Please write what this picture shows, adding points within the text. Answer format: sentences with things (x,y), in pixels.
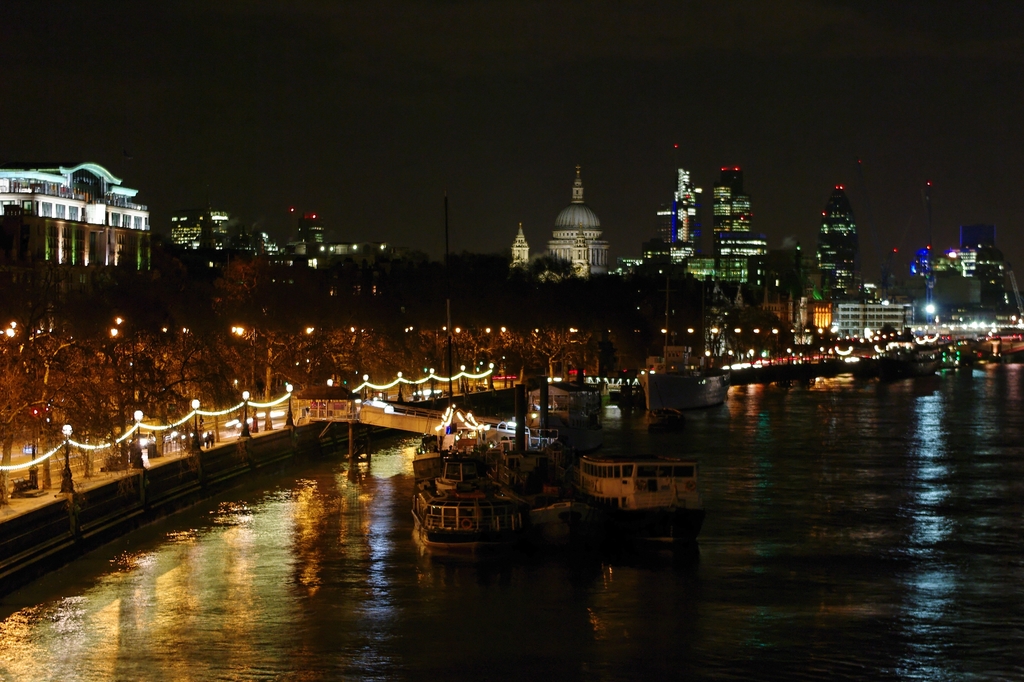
In this image we can see some buildings (585,262), lights (618,268), poles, trees (228,358), serial lights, there are boats (603,481) on the river (815,440), also we can see the sky (461,200).
